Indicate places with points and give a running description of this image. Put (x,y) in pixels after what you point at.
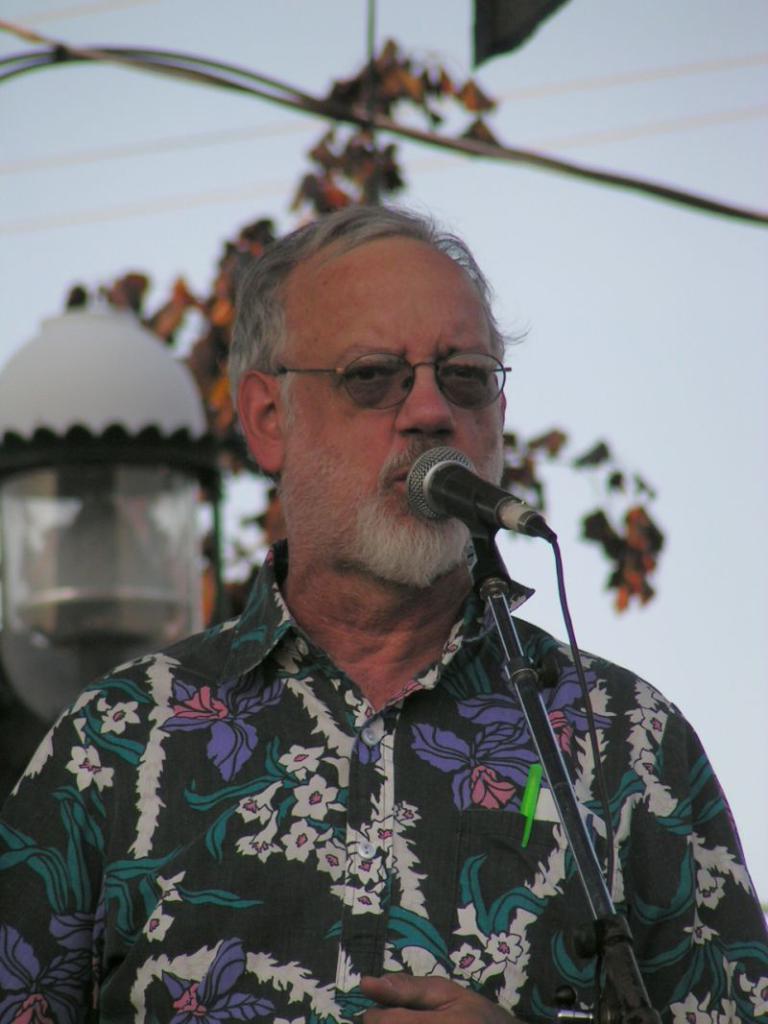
In this image, in the middle (463,660), we can see a man (622,826) standing in front of a microphone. In the background (164,573), we can see a street lamp (197,413), trees (252,247), electric wires (239,84). At the top (571,110), we can see a sky (571,110).
